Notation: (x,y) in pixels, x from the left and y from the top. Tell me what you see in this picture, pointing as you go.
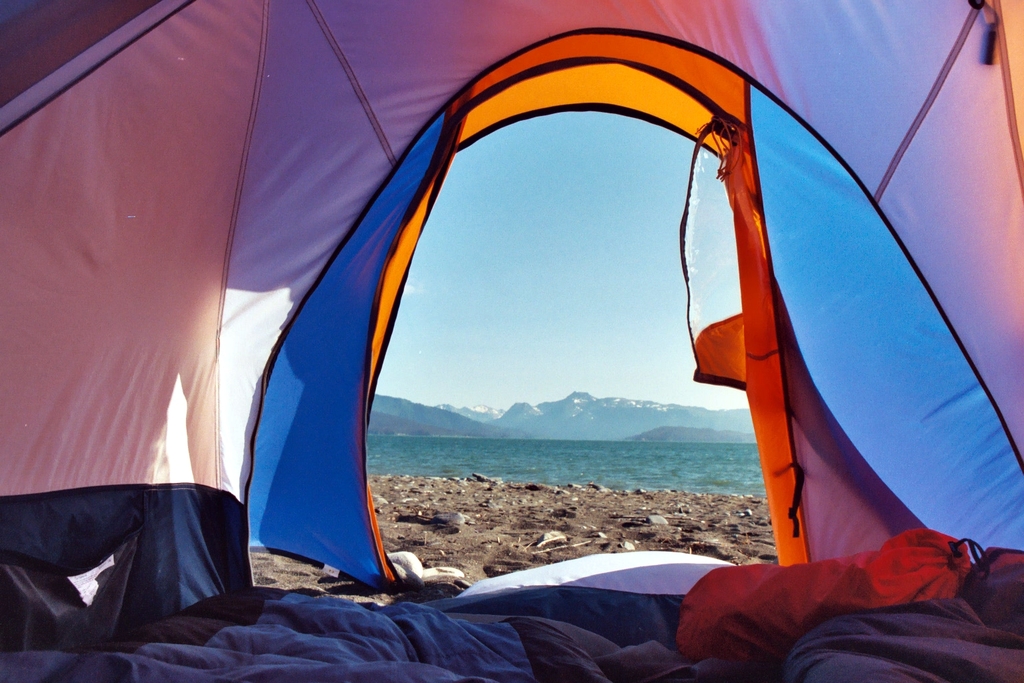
In this image I can see the tent (163,327) in multicolor. In the background (669,461) I can see the water (687,455), mountains (413,412) and the sky (568,251) is in blue color.
